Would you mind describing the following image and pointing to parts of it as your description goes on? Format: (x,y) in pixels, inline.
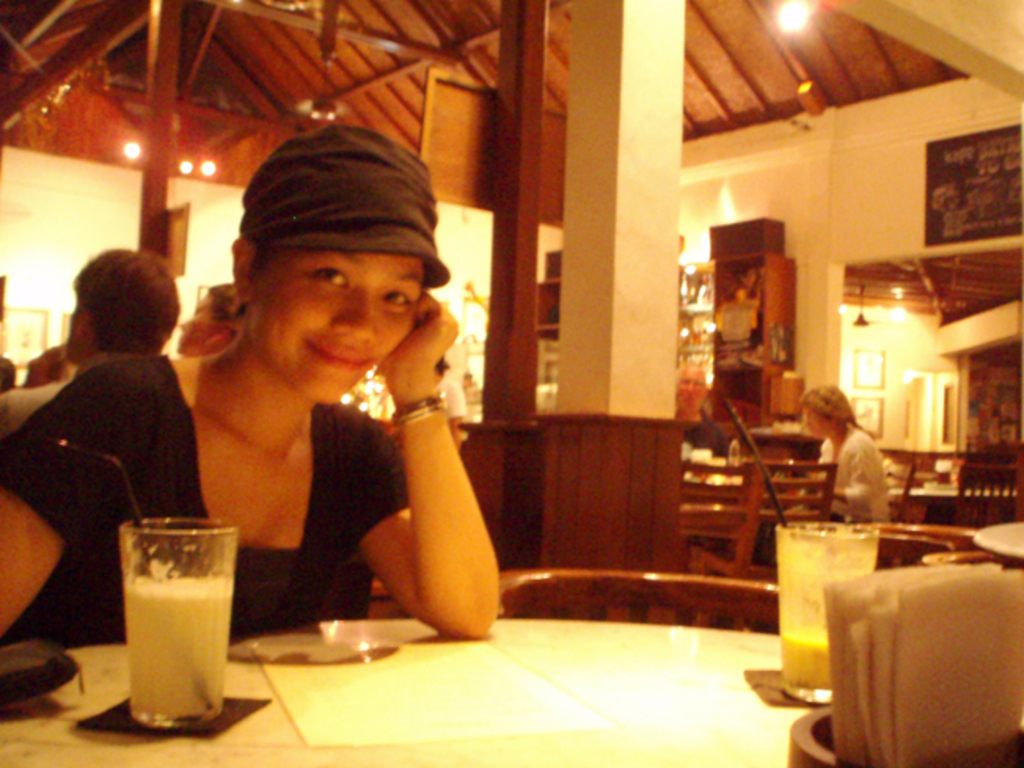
There is a woman (43,577) sitting on a chair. She is having a pretty smile (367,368) on her face (310,369). On the left side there are two people (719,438) sitting on a chair (795,464). This is a table (522,758) where a glass (183,590) and a tissue (947,678) are kept on it.
